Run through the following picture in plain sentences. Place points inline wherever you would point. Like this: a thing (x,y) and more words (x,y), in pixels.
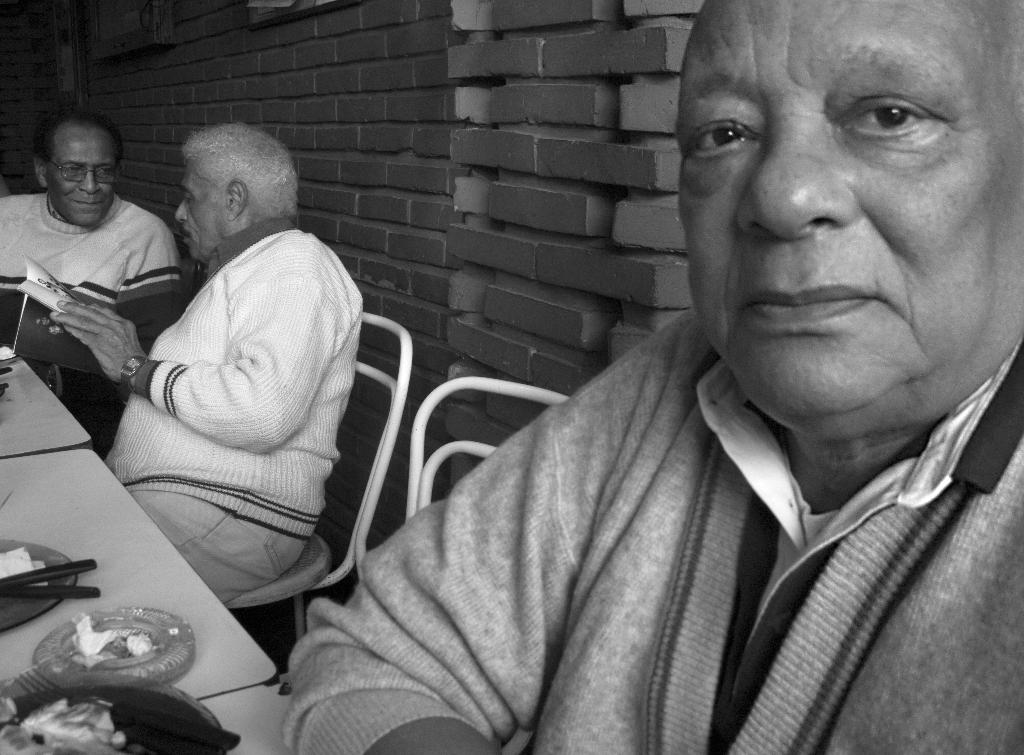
It is the black and white image in which there is a man (779,389) on the right side (846,467) who is sitting in the chair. On the left side (130,272) there are two other men (148,281) who are sitting in the chair (375,469) and talking with each other by holding the book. In front of them there is a table (107,567) on which there are plates (126,659), bowls (154,667) on it. In the background (491,103) there is a brick wall (443,102).
